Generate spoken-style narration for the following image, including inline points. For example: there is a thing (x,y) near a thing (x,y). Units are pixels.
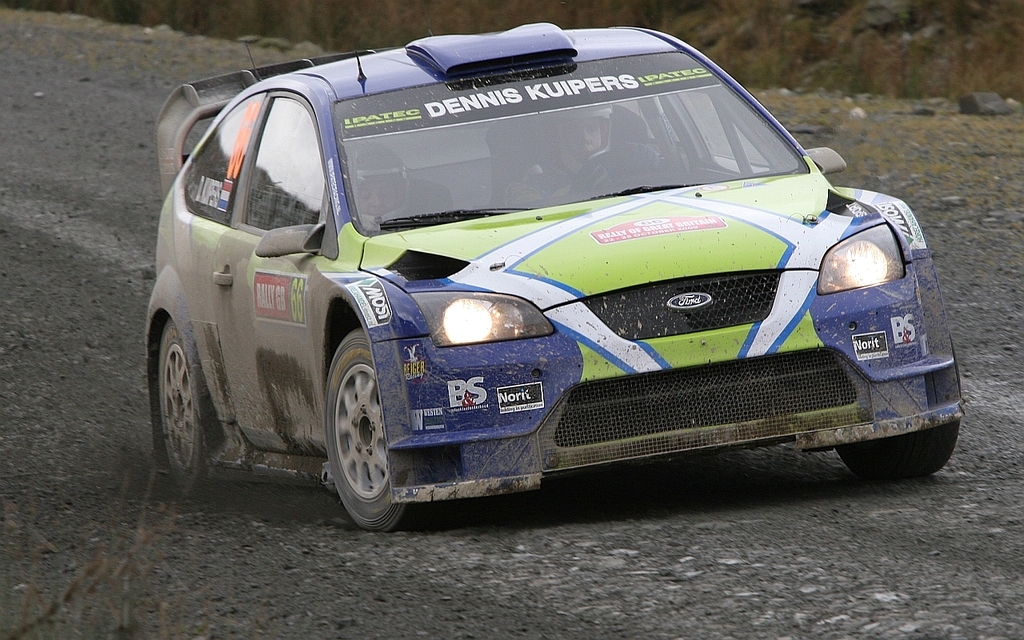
In this image we can see few persons (377,189) are riding in a car (396,335) on the ground (389,632). In the background (891,115) we can see stones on the ground (945,586).
